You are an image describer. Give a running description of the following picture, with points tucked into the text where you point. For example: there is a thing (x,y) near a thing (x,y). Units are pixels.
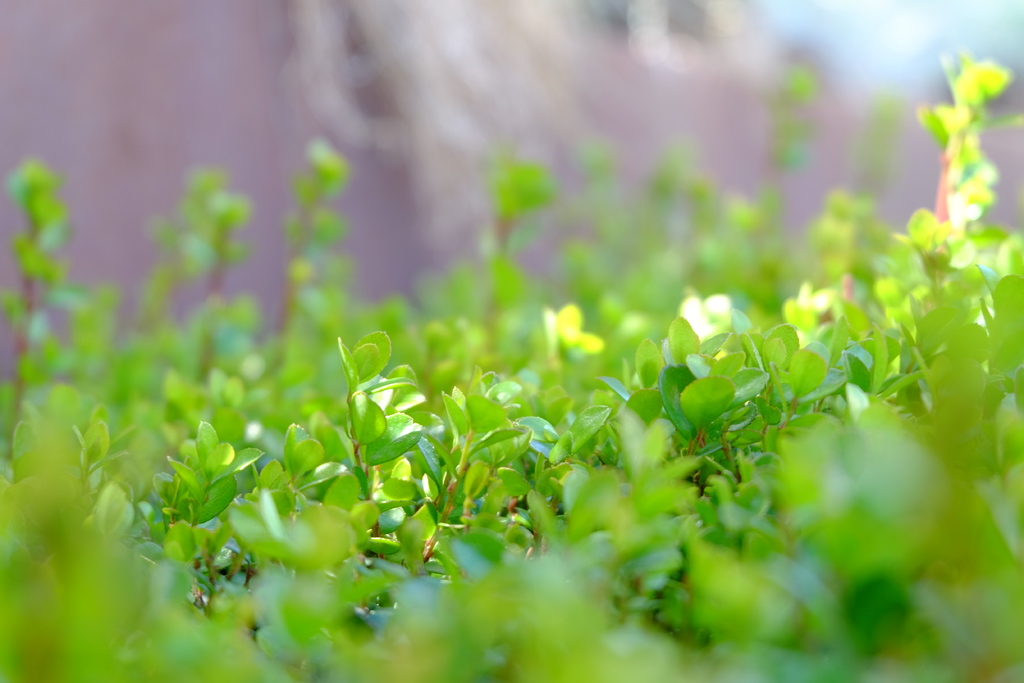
In this picture I can see few green plants (465,474) in the middle (569,360).
